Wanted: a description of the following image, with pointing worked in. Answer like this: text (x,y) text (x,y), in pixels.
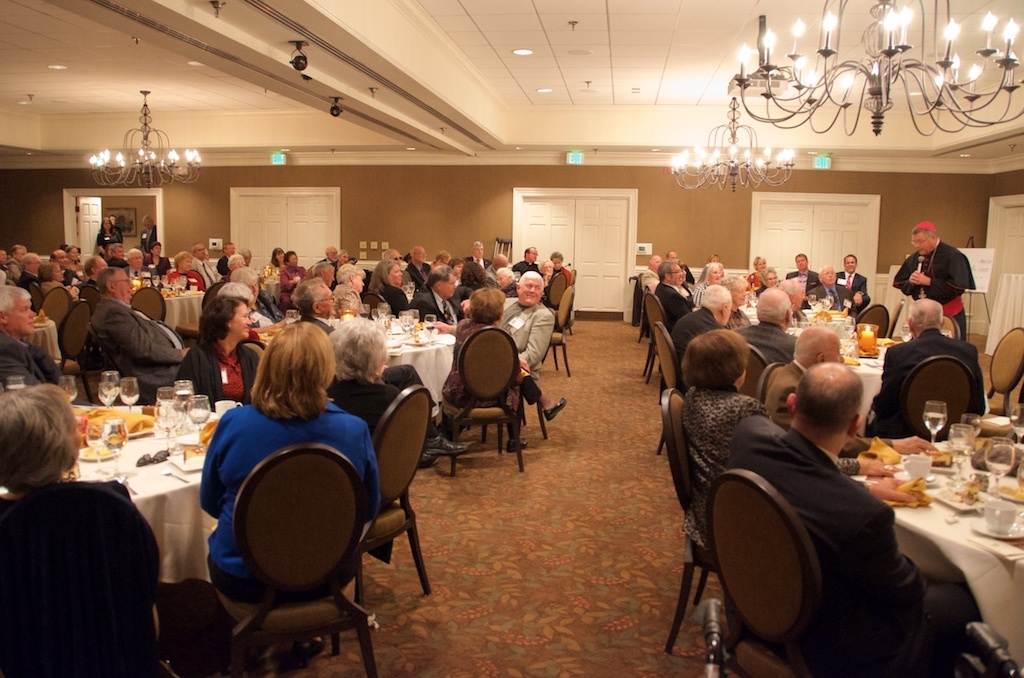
In this image there are a group of people (245,365) who are sitting on chairs (917,383), and in front of them there are some tables (126,449). On the tables (393,347) we could see some glasses (432,327), plates (909,479), bowls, spoons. And in the background (259,231) there are some doors (779,221), on the top (730,24) there is ceiling (221,132) and some chandeliers (831,86).
